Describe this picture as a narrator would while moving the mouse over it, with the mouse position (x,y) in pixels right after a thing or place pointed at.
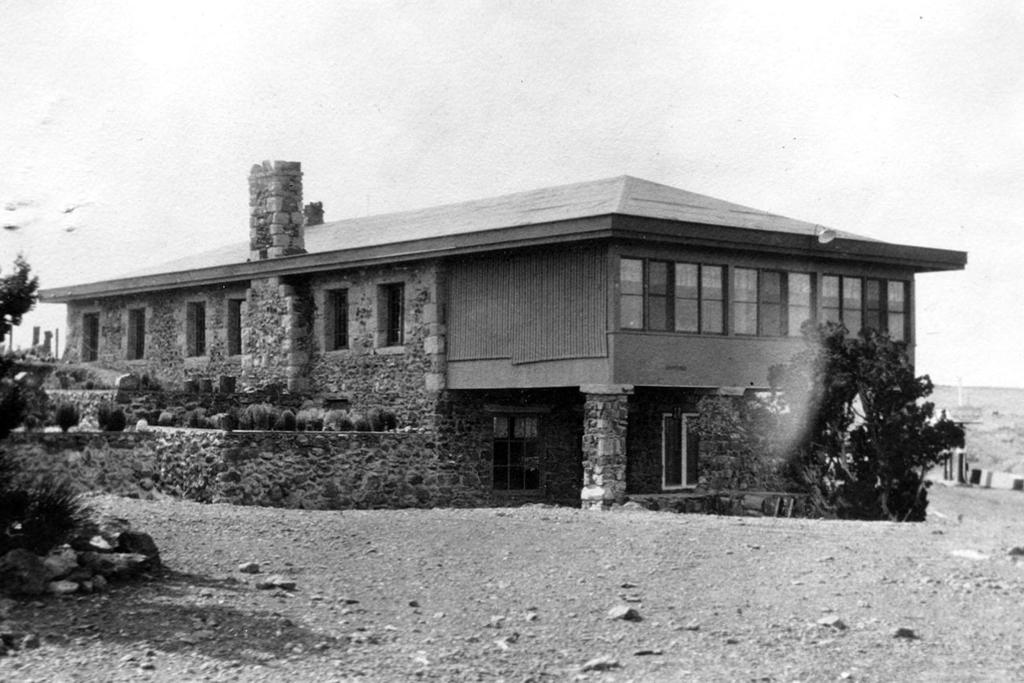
In this image we can see a house (414,406), plants (72,382), trees (869,415), rocks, there are doors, windows (735,290), also we can see the sky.
